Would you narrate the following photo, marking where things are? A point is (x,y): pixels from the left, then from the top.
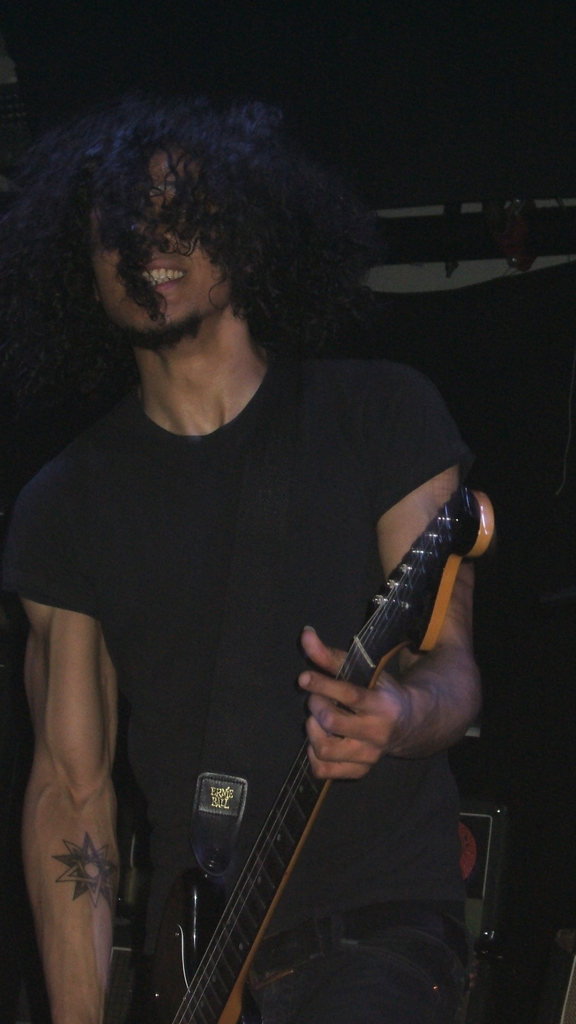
In this image I see a man (436,966) who is wearing a black t-shirt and he is holding a guitar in his hands (346,713) and In the background (488,10) I see it is dark.
